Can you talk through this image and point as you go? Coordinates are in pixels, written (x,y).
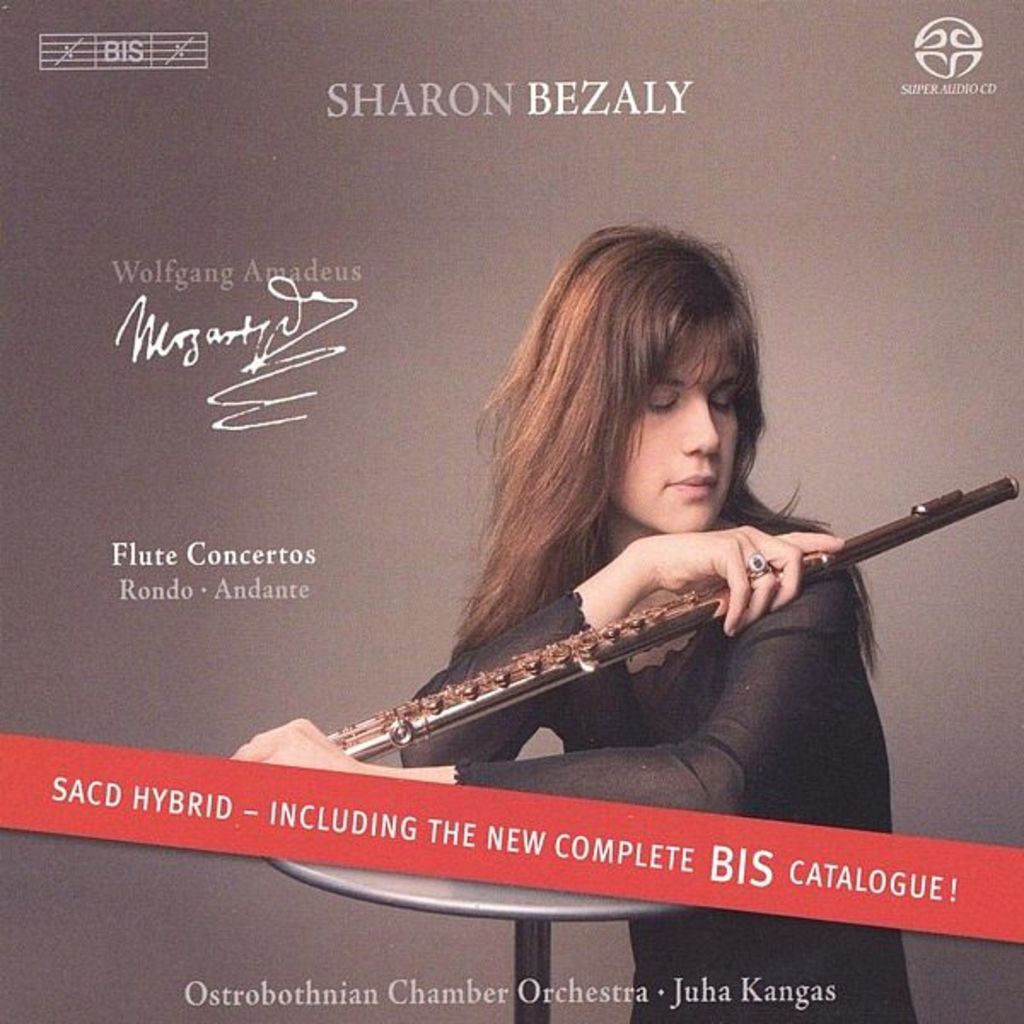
In the picture we can see an advertisement poster (190,707) on it, we can see a woman (710,796) standing near the table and a holding a flute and she is in a black dress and beside her written as flute concertos.
